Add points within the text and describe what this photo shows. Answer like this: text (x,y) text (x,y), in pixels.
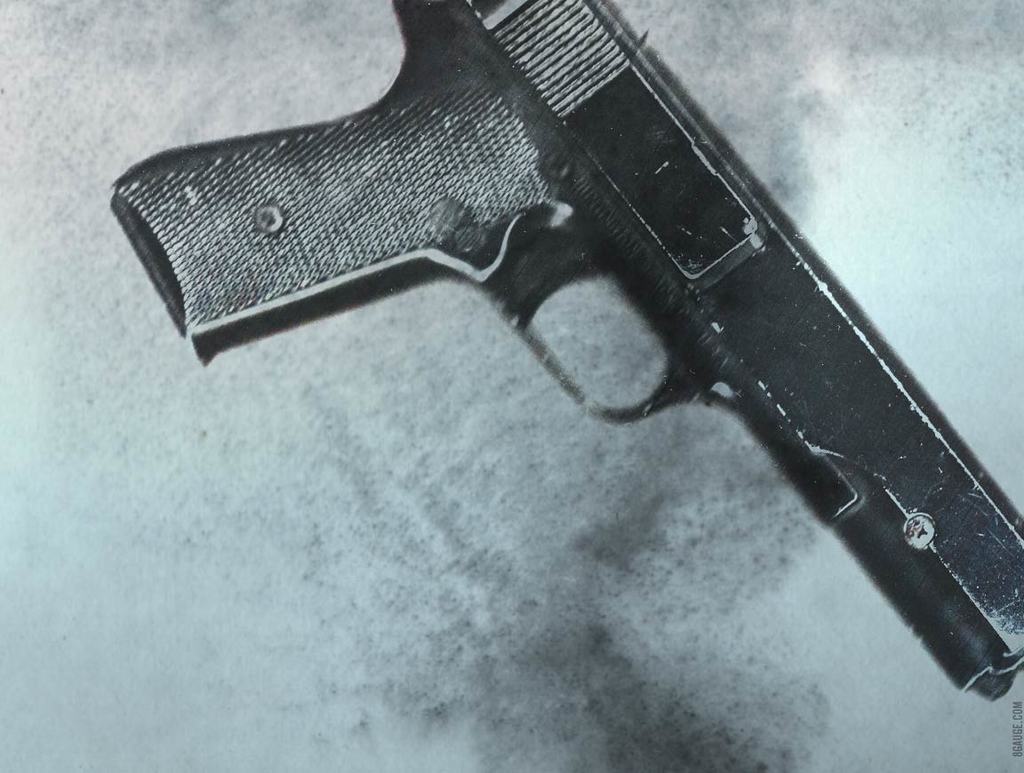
In this image there is a gun (501,243) on a table (236,123).
